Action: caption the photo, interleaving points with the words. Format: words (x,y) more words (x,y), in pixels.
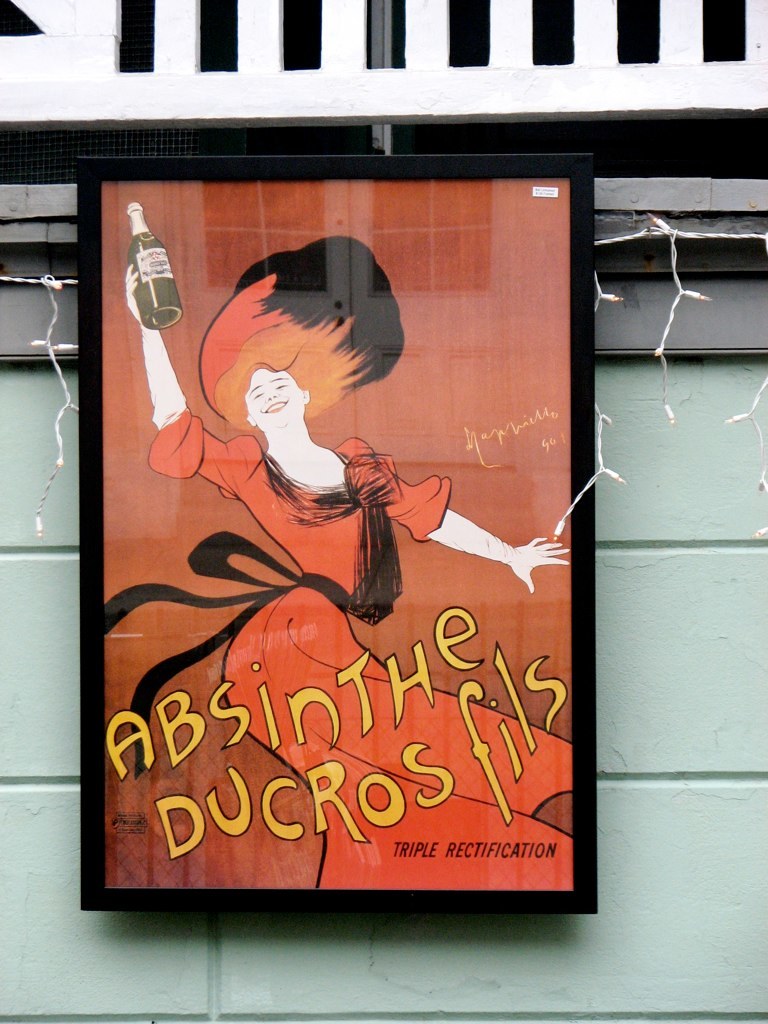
In this image in the center (421,416) there is one board (443,580), in that board (233,702) there is some text (362,799) and in the background (253,10) there is a wall (598,394), lights (726,234) and railing (168,25).
